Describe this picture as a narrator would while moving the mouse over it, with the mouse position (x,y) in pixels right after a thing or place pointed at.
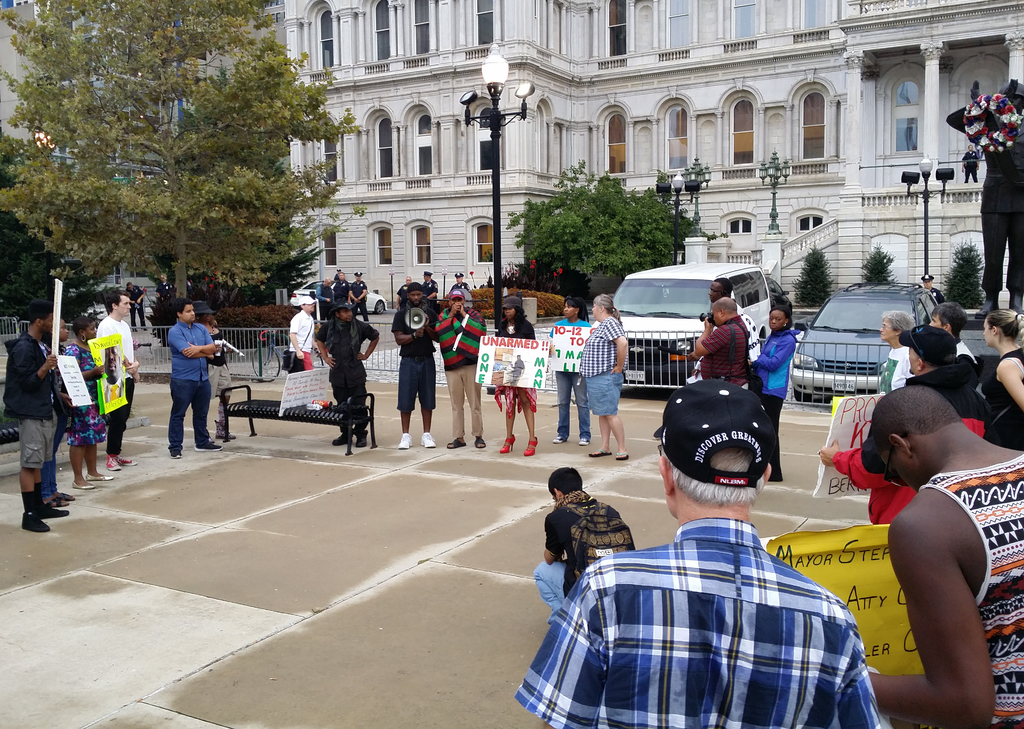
In this image we can see so many people (407,385) are standing and holding banners (856,397) in their hand (136,372). One man (409,355) is holding speaker (420,321). Behind them cars (691,308), trees (147,216), poles (910,179), grille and buildings (823,75) are present.
